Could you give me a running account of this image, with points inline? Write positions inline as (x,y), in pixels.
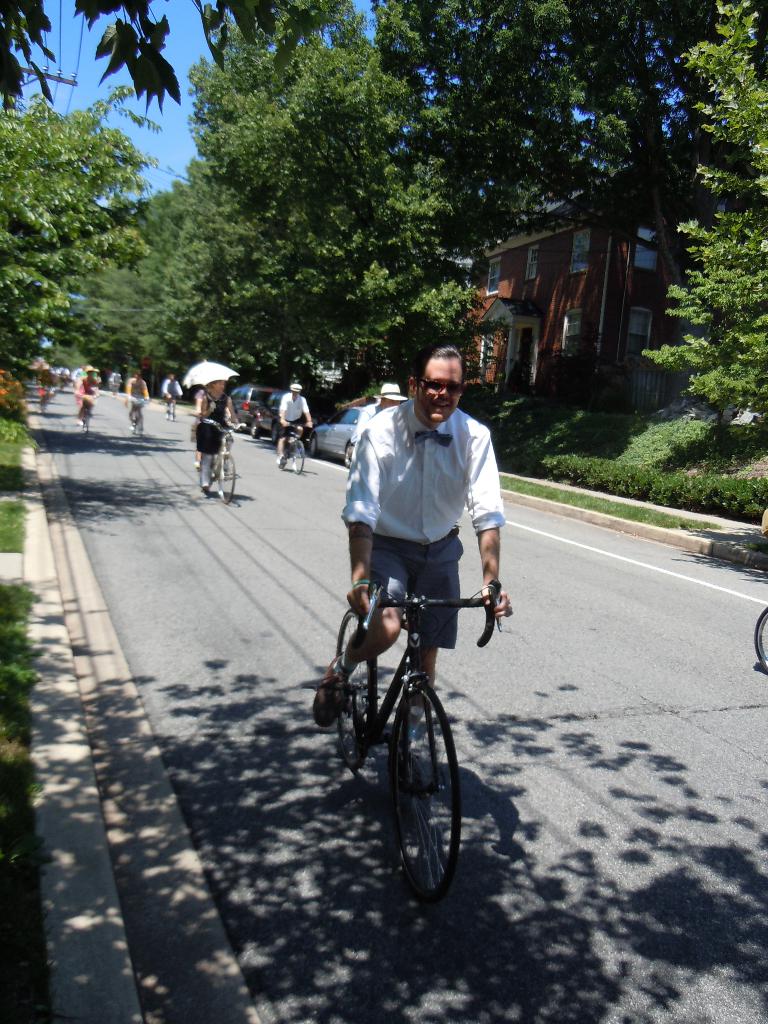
In this image there are many people (214,428) riding bicycles (397,735). In the middle (443,431) there is a man (408,552) he wear white shirt (423,501) and shorts (435,597), he is riding bicycle (370,701). In the back ground (465,312) there are some people (297,400), cars (329,434), building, plants (572,399), trees (130,209) and sky (169,139).
